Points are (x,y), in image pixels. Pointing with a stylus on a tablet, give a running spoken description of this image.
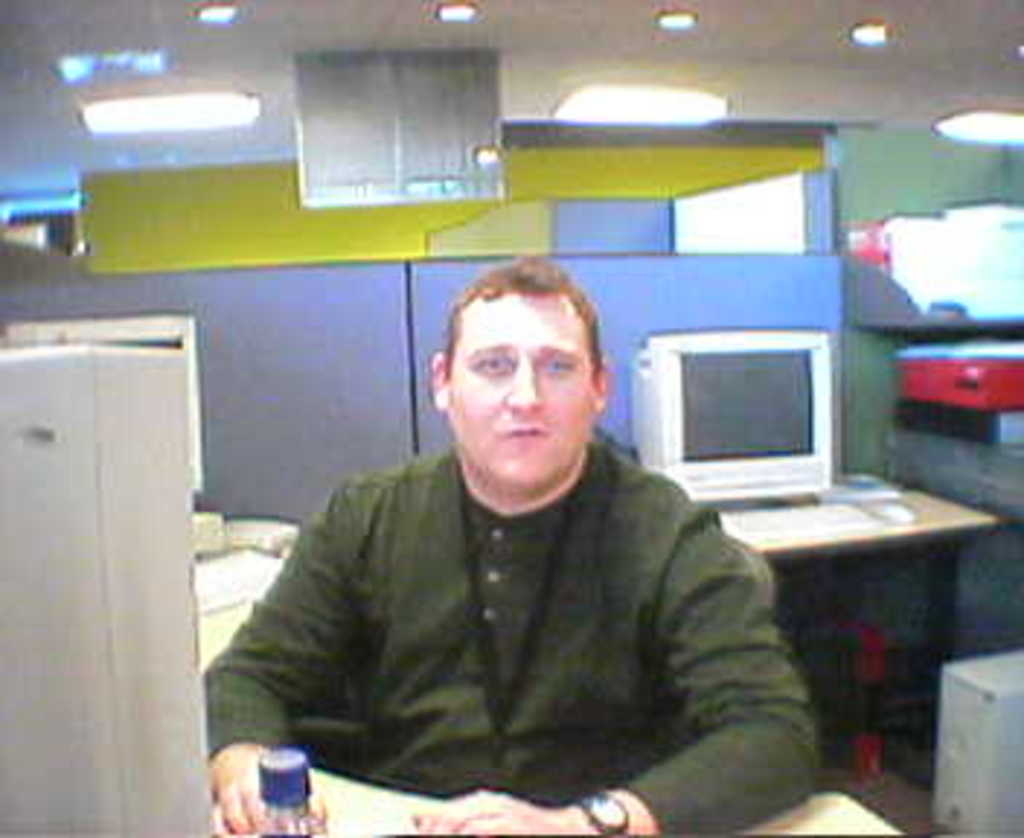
In this picture we can see man (462,613) sitting holding bottle (293,797) in his hand (321,824) and in front of him we can see CPU fan (132,535) at back of him we can see monitor (751,352), key board (808,506), mouse (897,512) on table (911,506) with light (1005,134), some machine (913,416) beside it.
